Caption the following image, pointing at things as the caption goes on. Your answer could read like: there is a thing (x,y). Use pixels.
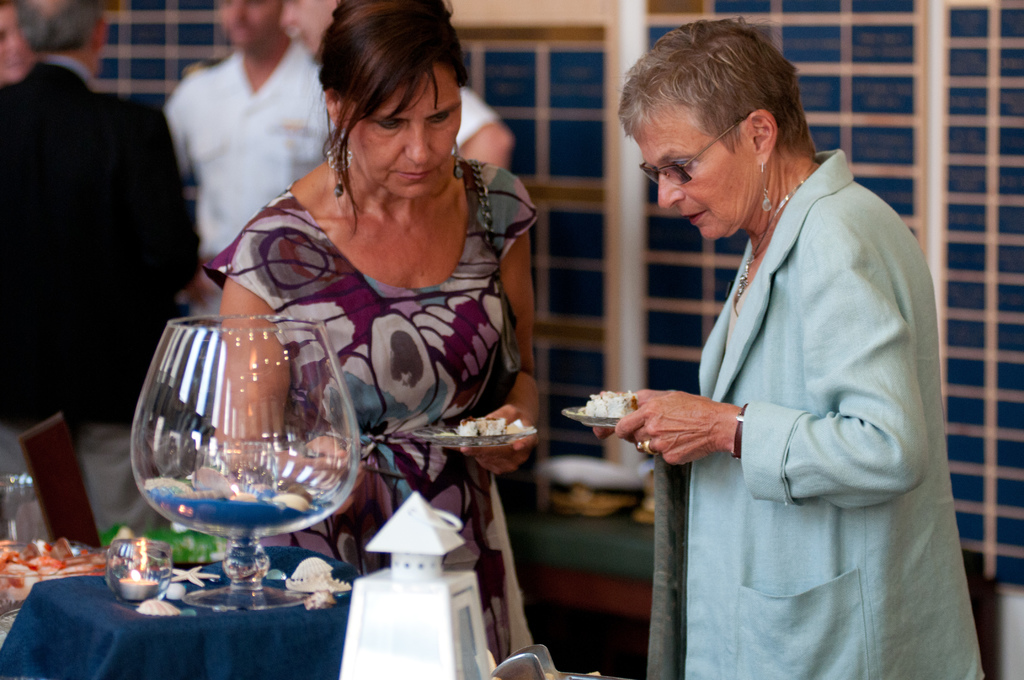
In this image there are two persons (389,260) standing and holding the plates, there is a big glass (208,603) with stones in it, candle (136,579) in a glass bowl (156,578), corals (180,579) and stones (172,608) on the table (62,636), and in the background (601,35) there are group of persons (21,325) standing, wall (560,194), and some objects (33,493).
